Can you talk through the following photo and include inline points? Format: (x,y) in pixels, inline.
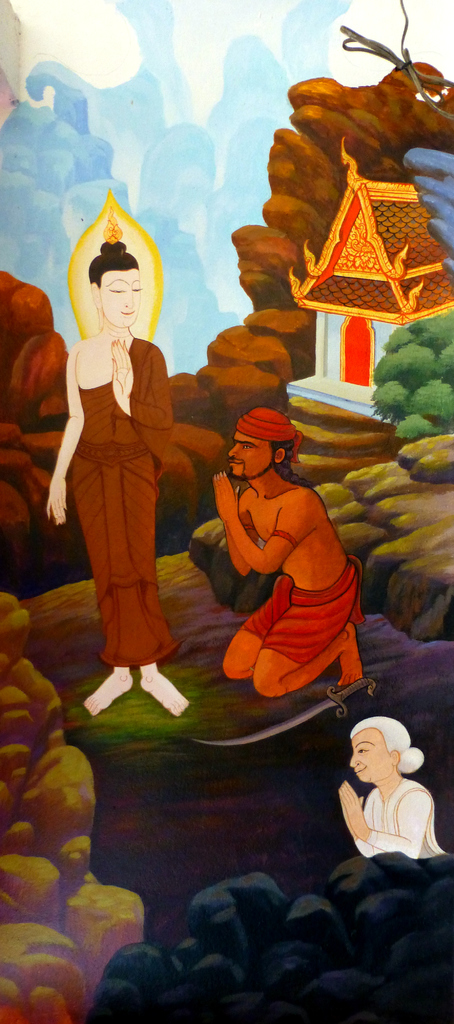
In the image we can see painting (207,683), in the painting (99,638) there are three people (106,478) wearing clothes (120,451). There are stone (74,881), house (338,289), tree (407,434) and a cloudy sky (113,52).
